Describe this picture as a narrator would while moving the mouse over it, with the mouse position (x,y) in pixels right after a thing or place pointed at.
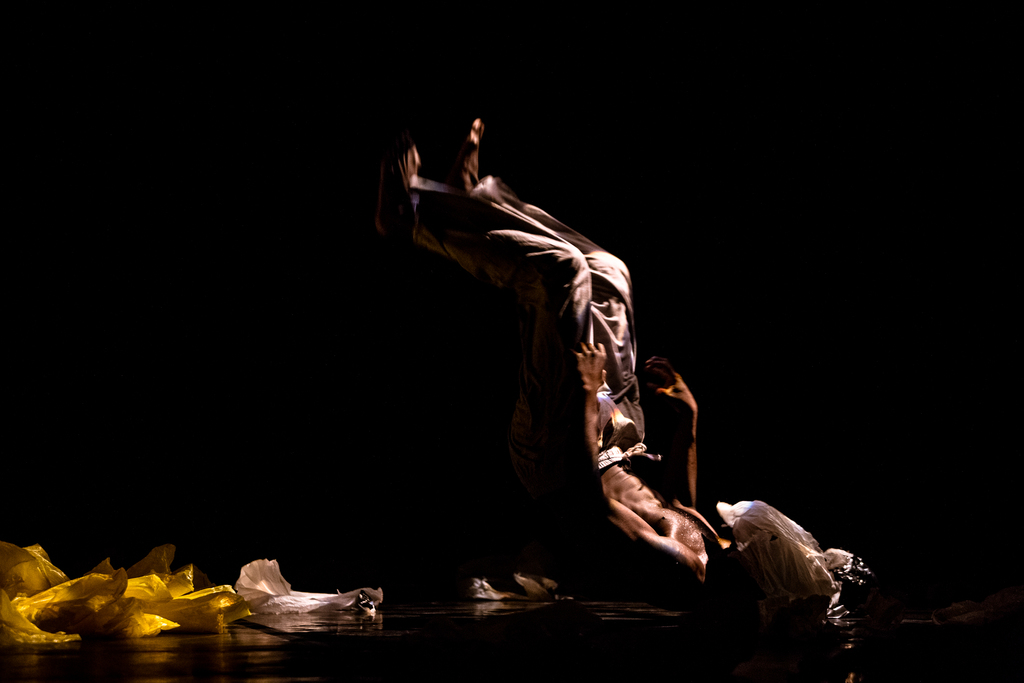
In this picture we can see a person (659,502) in the middle (593,258), at the left bottom (97,625) there are some clothes (115,588), we can see a dark background (783,65).
